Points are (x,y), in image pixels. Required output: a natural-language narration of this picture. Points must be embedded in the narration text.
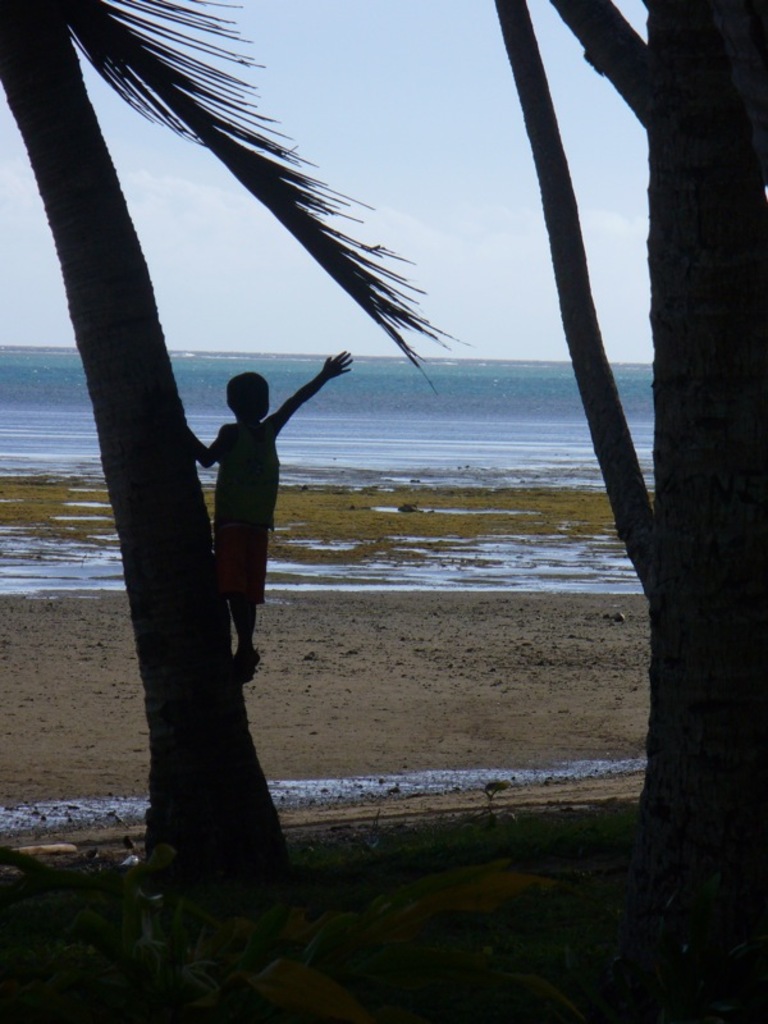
This picture shows a boy (225,522) climbing the tree (149,414) and we see another tree (666,473) on the side and we see water (403,404) and a cloudy sky (360,41).
